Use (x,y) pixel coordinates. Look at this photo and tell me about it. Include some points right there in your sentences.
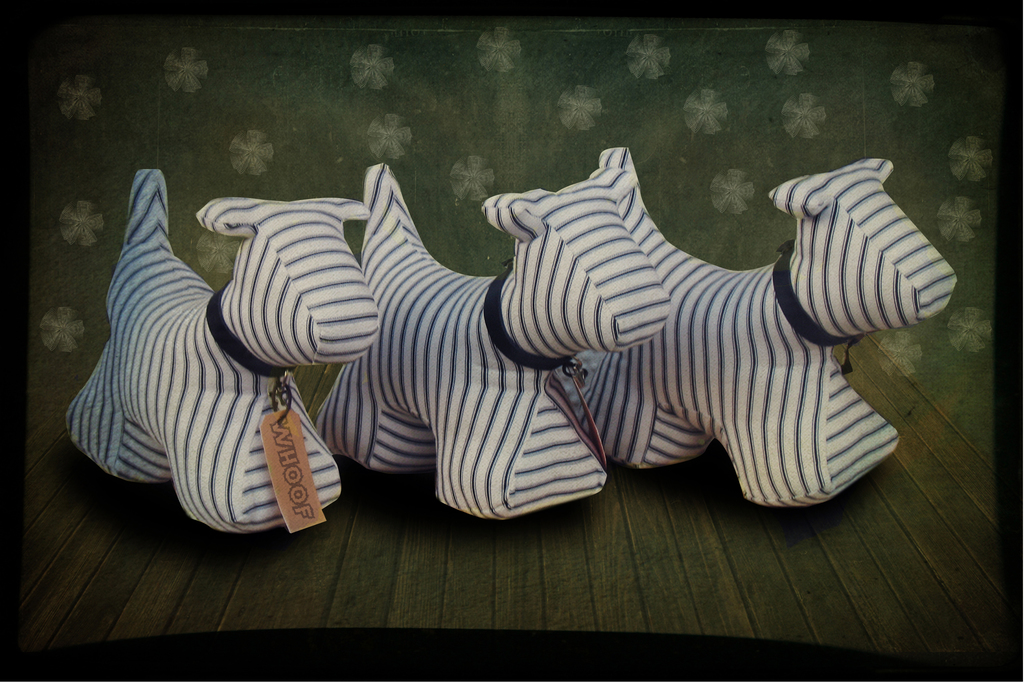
There are three dolls (607,324) with white and black stripes (550,336). It is in the shape of an animal. On the neck (531,343) of the doll (486,333) there is a black belt (519,352) with a tag (569,390). And it is on a wooden surface (540,513). In the back (494,116) there's a wall (454,114).
